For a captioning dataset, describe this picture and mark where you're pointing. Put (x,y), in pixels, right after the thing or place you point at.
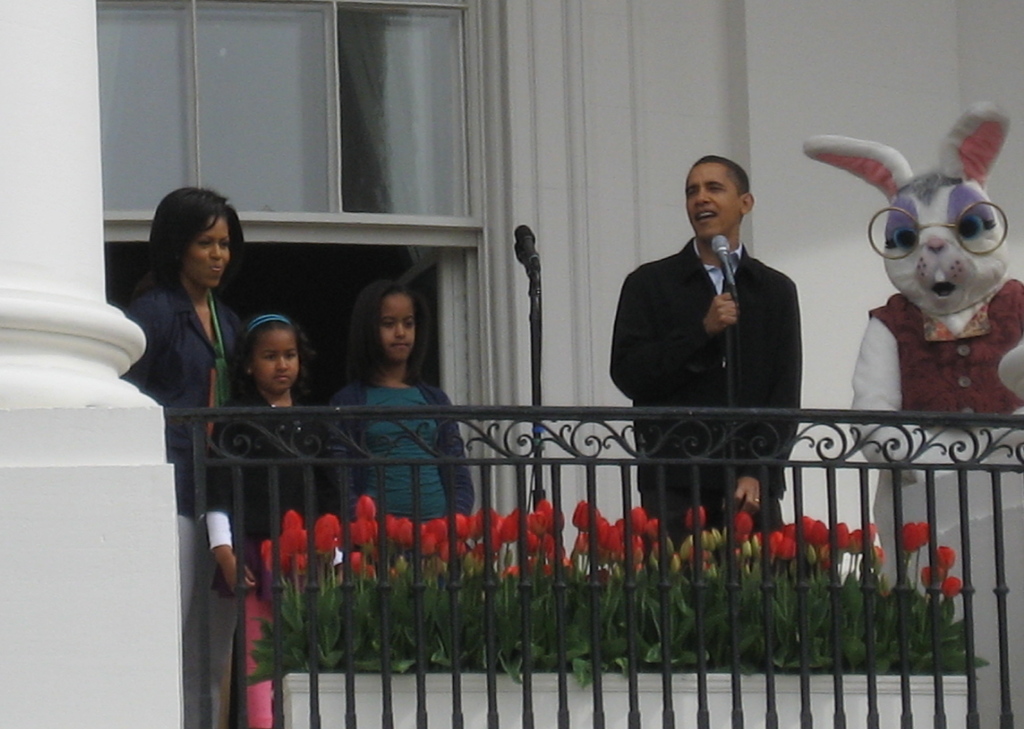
In this image I can see four persons (204,316) and in front of them I can see a mike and plants (497,539) and flowers (808,524) and gate (670,408) and on the right side (955,381) i can see a person (971,300) wearing a animal dress (888,241), and I can see the wall (816,58) and window (262,63) back side of them and I can see a beam (14,259) on the left side (3,356).
